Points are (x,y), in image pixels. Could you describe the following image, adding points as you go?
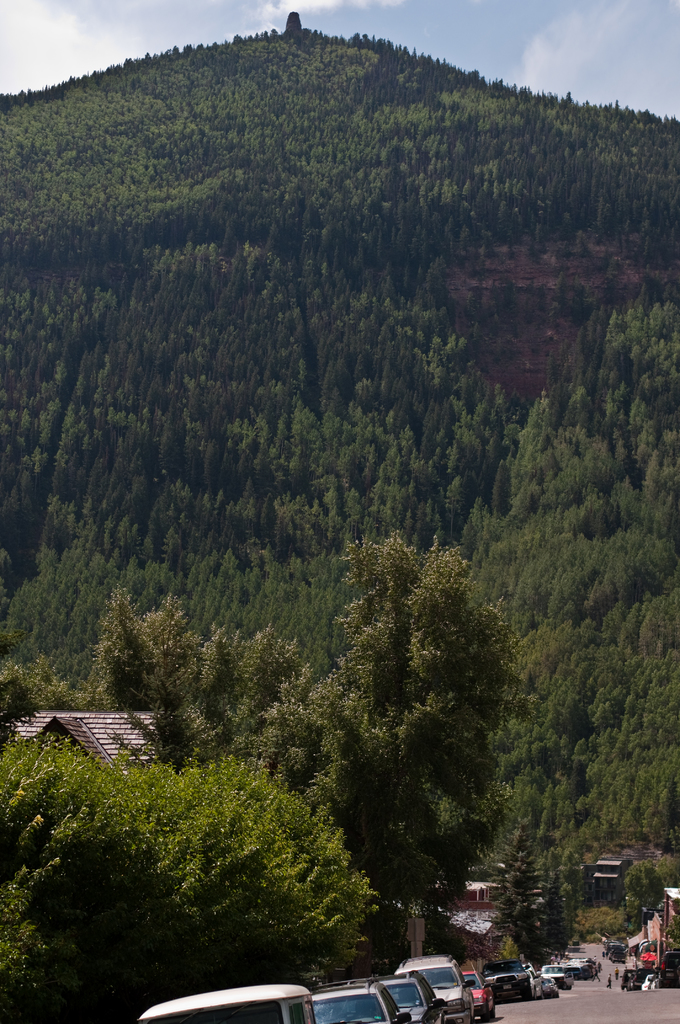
This is an outside view. At the bottom (327,1021) there are many cars (633,986) on the road (594,995). In the background (234,464) there are many trees (252,354). On the left side (115,723), I can see the roof (91,730) of a house (55,727). At the top of the image (461,25), I can see the sky (524,28) and clouds (565,41).
